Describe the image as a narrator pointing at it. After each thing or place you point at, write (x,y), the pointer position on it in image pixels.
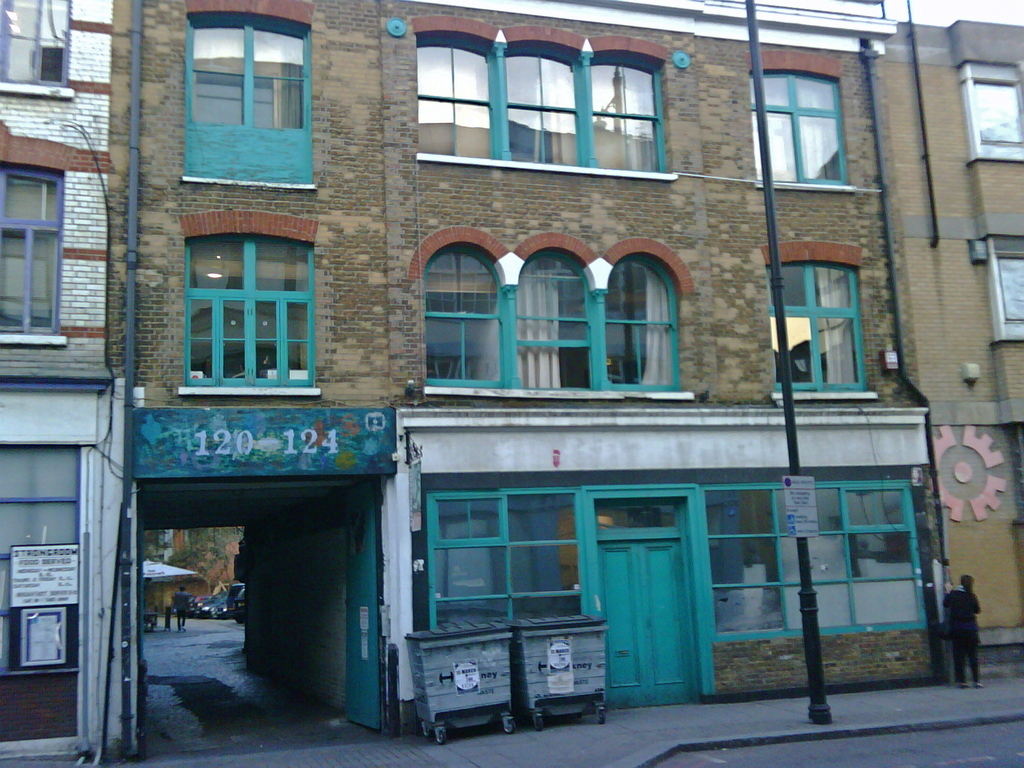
This is an outside view. At the bottom (738,748) there is a road (947,757). On the right side (954,616) there is a pole (808,607) on the footpath (772,731) and a person (961,634) is standing. Here I can see a building (452,376) along with the windows (491,326). In front of this building (327,675) there are two trolleys (476,699) placed on the footpath (491,758). In the background (182,615) there is a person (181,608) walking on the road (177,650). On the left side (51,590) there is a board (53,575) attached to a window (46,521).
